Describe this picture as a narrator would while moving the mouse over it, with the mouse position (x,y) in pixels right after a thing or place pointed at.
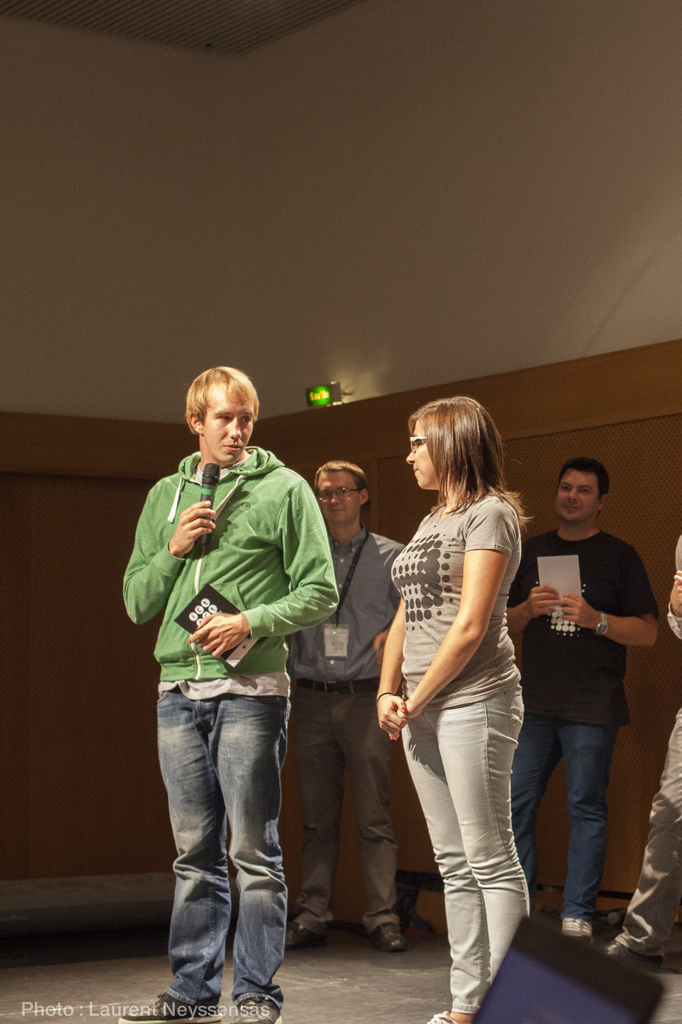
This image consists of a man (219,681) wearing green jacket (184,653), is holding a mic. Beside him, there is a woman (490,823) standing. At the bottom (341,1009), there is a floor (362,972). In the background (210,265), there is a wall (342,313) along with a light (324,400).
